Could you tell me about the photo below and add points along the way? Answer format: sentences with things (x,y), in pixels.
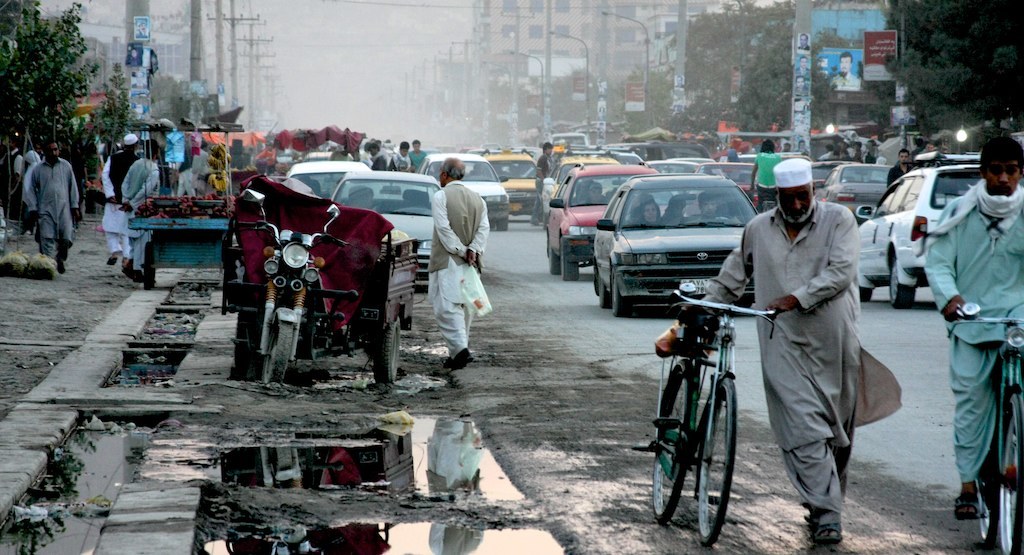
In the image we can see there are people (801,324) who are holding bicycle (730,437) in their hand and other few cars (731,187) are moving on the road (908,322) and there are people (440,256) who are standing on the footpath (21,300).
